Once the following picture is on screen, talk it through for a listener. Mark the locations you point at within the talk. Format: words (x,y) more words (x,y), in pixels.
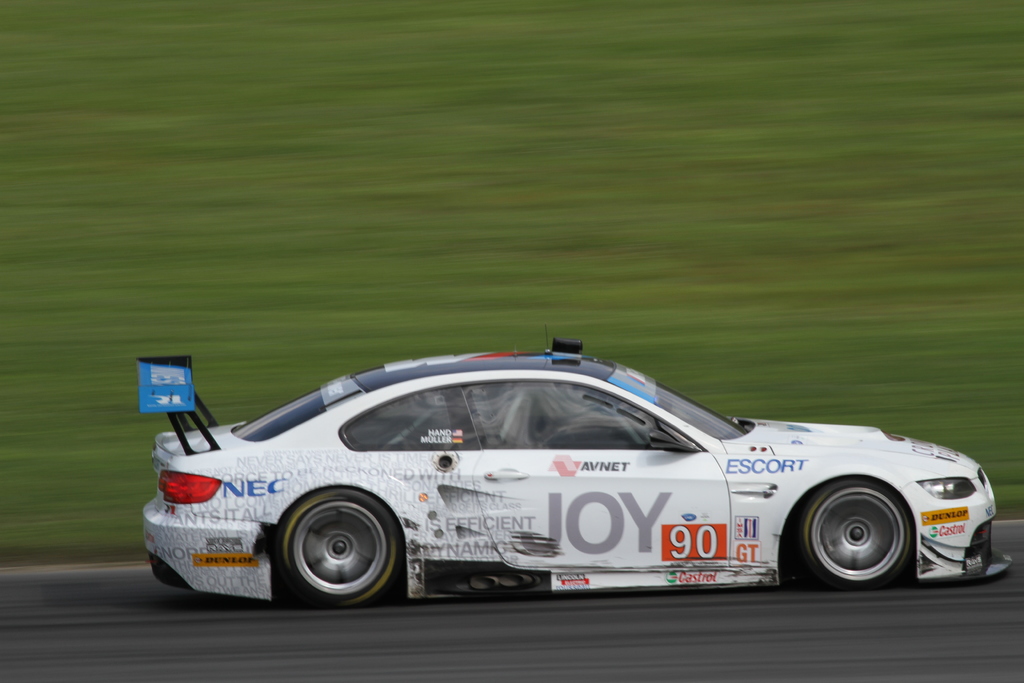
In this image we can see a car (726,530) on the road (594,659). In the background (506,204) there is a grass (436,187).
